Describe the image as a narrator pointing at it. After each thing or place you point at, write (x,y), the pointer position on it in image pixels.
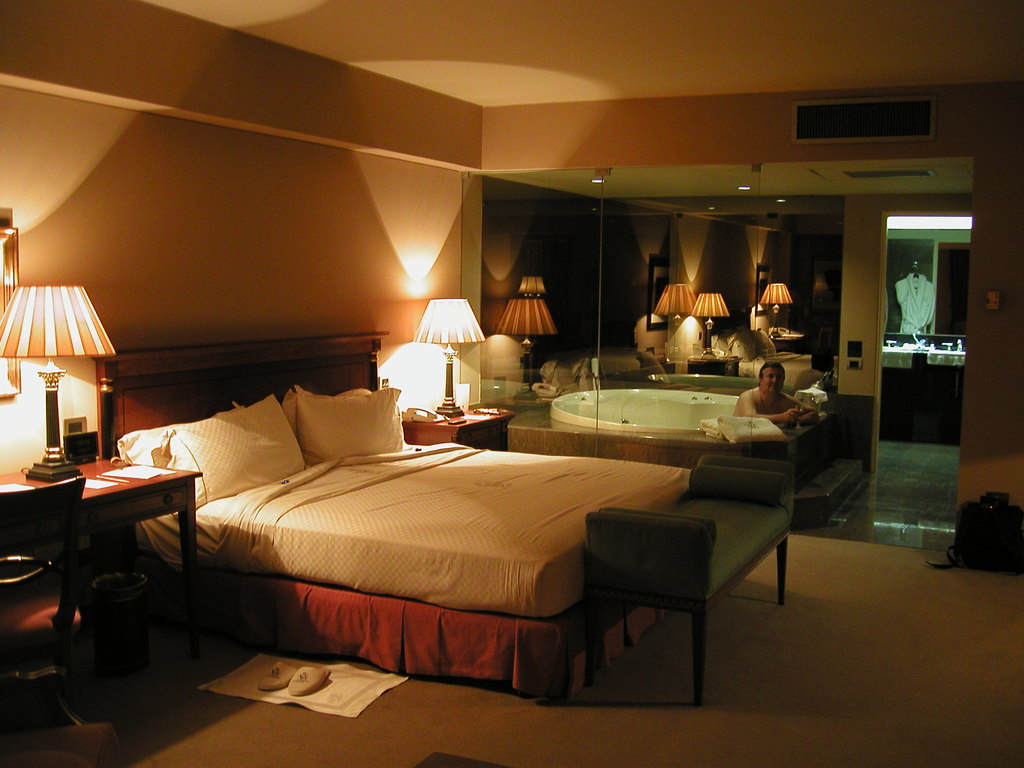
This picture is taken in a room (917,639), there is a bed (470,602) which is in white color, there is a bench (745,527) in green color, In the left side (139,494) there is a table (141,510) which in brown color and there is a chair (54,516), on that table (50,482) there is a lamp (56,414) which is in yellow color, in the middle (665,408) there is a man (802,420) sitting in a tub (682,428) which is in white color, in the top (589,53) there is a orange color roof (575,74).
